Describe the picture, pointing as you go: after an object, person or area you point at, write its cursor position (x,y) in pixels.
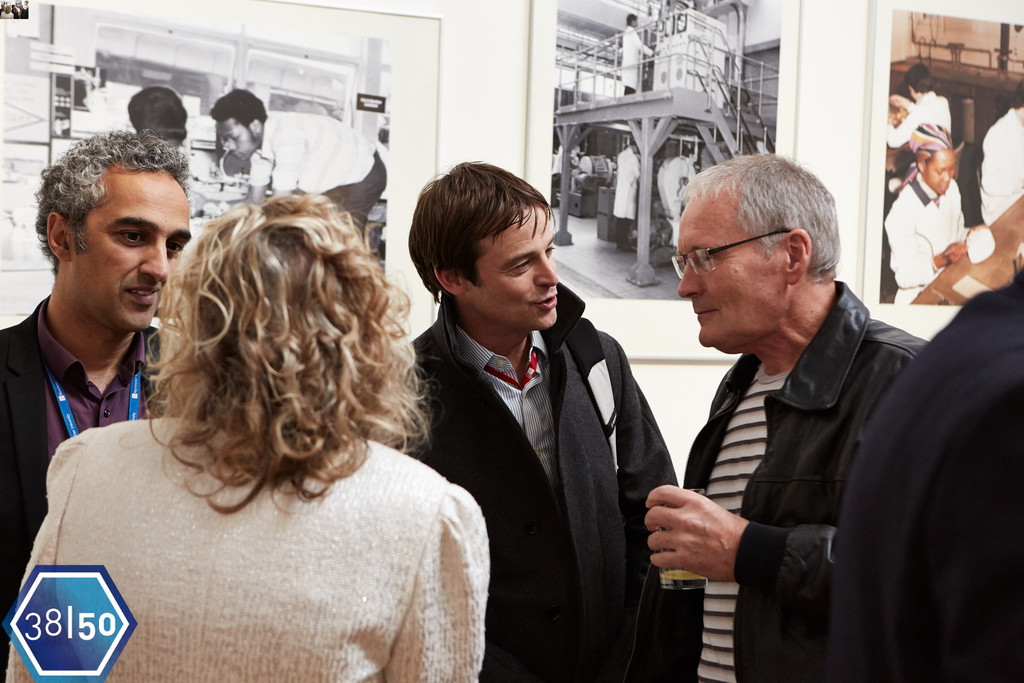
In this picture we can see four persons (511,427) are standing, a man (763,511) on the right side (806,440) is holding a glass of drink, in the background (632,275) there are photo frames (731,126) and a wall (471,132), we can see pictures of persons (982,147) in those frames (377,124), there are numbers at the left bottom (72,609).
